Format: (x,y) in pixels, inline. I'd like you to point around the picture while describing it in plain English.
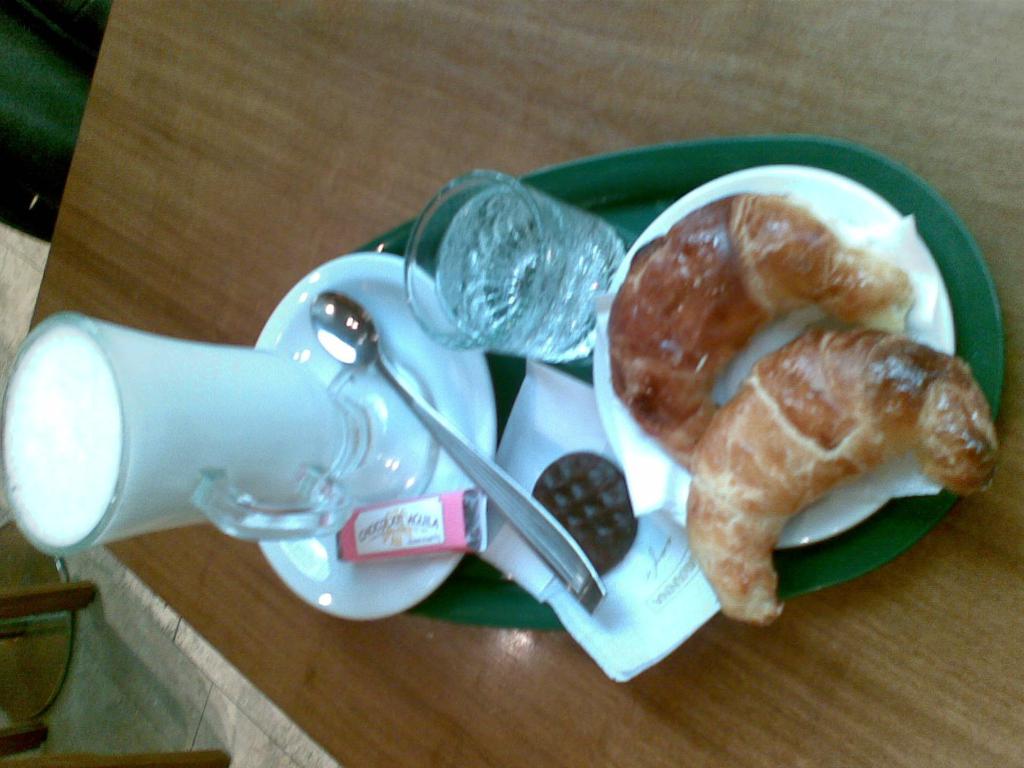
There is a wooden table (997,119) on which there is a green tray (632,190). There are 2 white plates (297,546) on the tray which contains a spoon (419,410), a glass of water (480,313), a glass of white drink (203,436) at the left (260,441) and 2 croissants (789,369) at the right (807,370). There is a napkin (515,540) and other items (405,540) on the tray (511,401).
